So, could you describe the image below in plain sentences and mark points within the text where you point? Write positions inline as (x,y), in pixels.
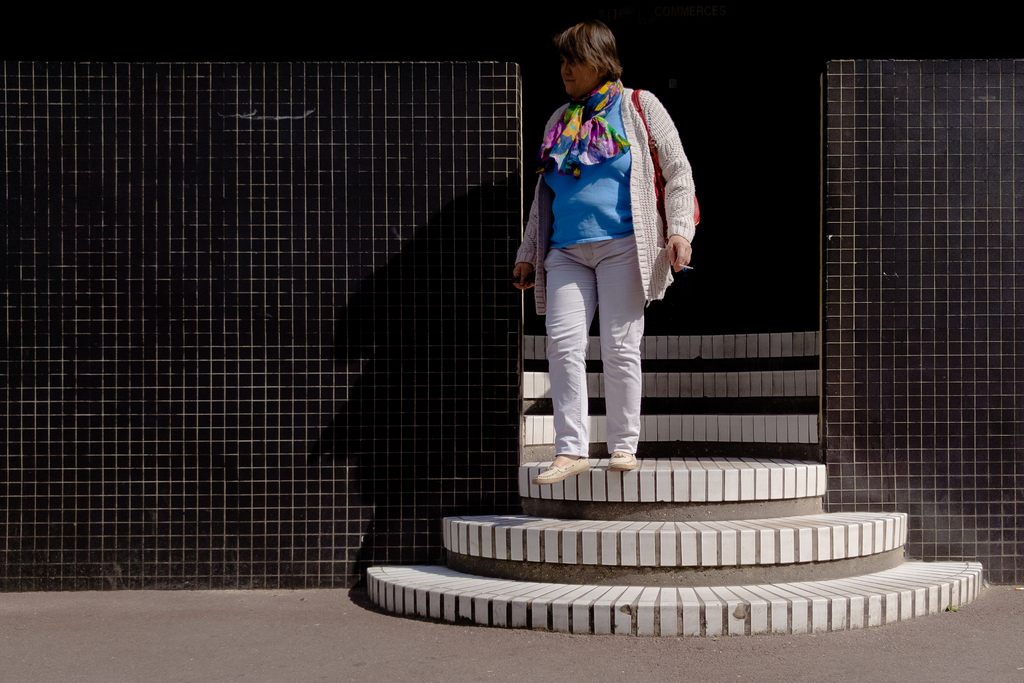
In the middle of this image (633,418), there is a person (633,113) in a white color jacket (636,121), wearing a handbag (660,182), holding a cigarette (692,270) with one hand (671,269) and walking on the steps (543,524). On the left side (341,340), there is a black tiled wall (192,256). On the right side (1018,309), there is another black tiled wall (952,258). And the background is dark in color.
